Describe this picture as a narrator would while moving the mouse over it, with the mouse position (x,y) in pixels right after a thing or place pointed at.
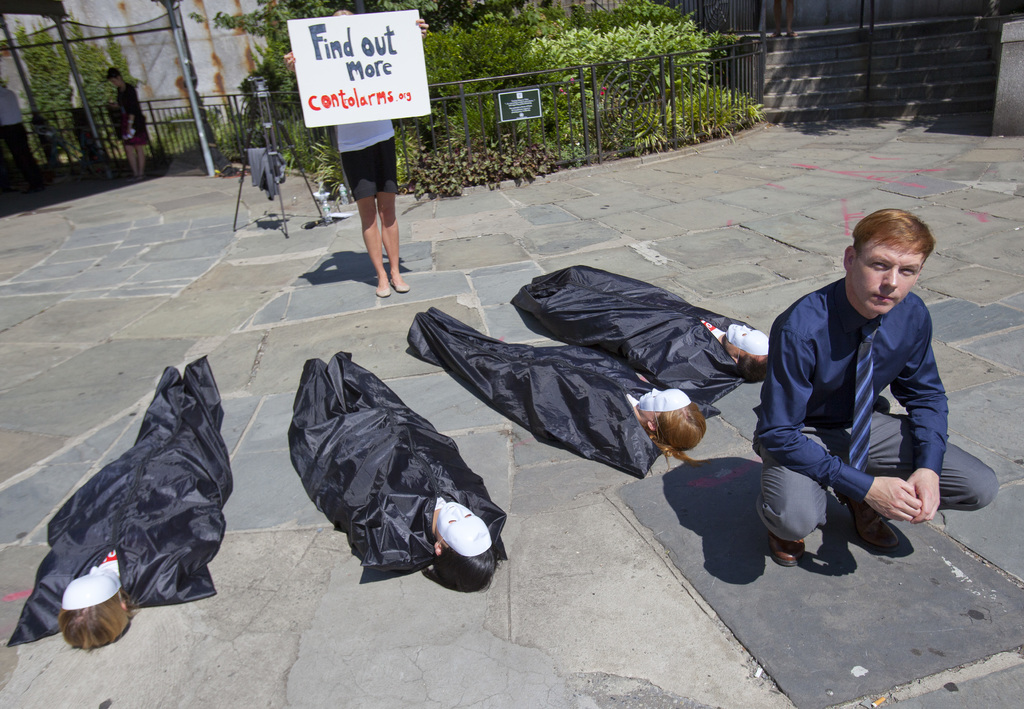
In the image we can see there are four people (328,424) lying, they are wearing face masks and they are covered with black color cloth (561,373). Here we can see a man (889,334) and a woman (393,178) and the woman (384,202) poster (319,122) in her hand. Here we can see fence (733,94), plants (509,70), pole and the footpath (183,253).
